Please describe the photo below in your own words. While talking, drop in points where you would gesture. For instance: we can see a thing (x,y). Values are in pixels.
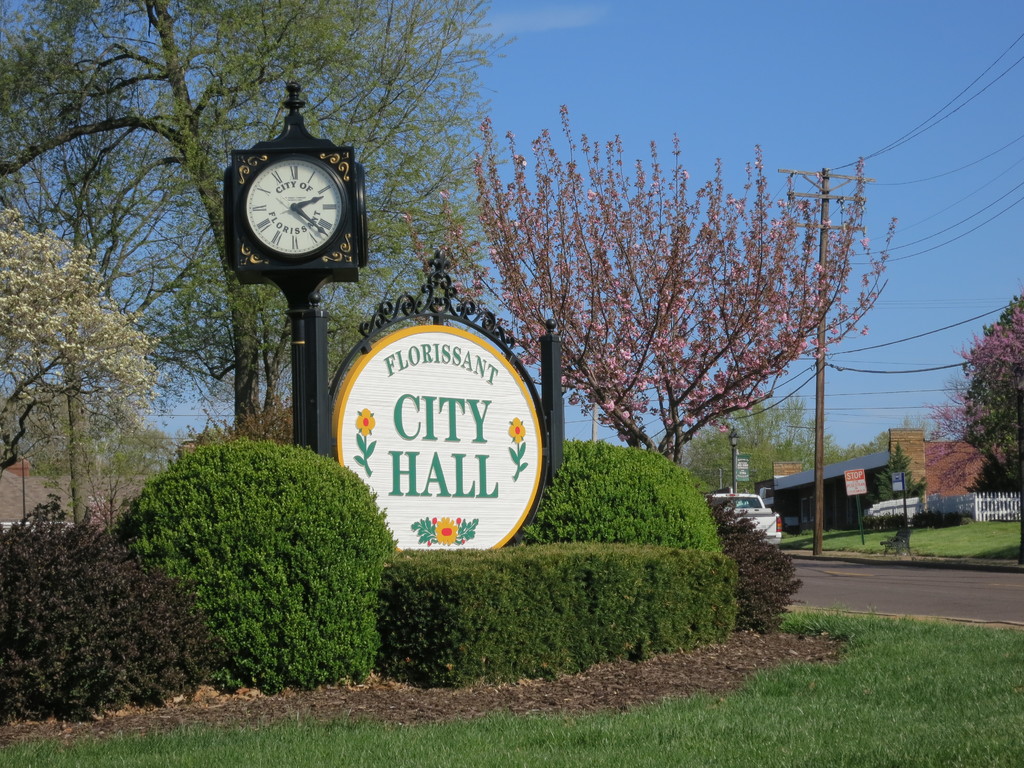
This looks like a clock pole (298,277). I can see a name board (413,441), which is attached to the poles (551,479). These are the trees (167,355) and bushes (550,624). Here is the grass (790,543). This looks like a vehicle (749,496) on the road (835,574). I can see a current pole (821,537) with the current wires (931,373). This looks like a house (872,460). On the right side of the image (915,504), that looks like a wooden fence (967,501). Here is the sky (672,78).
